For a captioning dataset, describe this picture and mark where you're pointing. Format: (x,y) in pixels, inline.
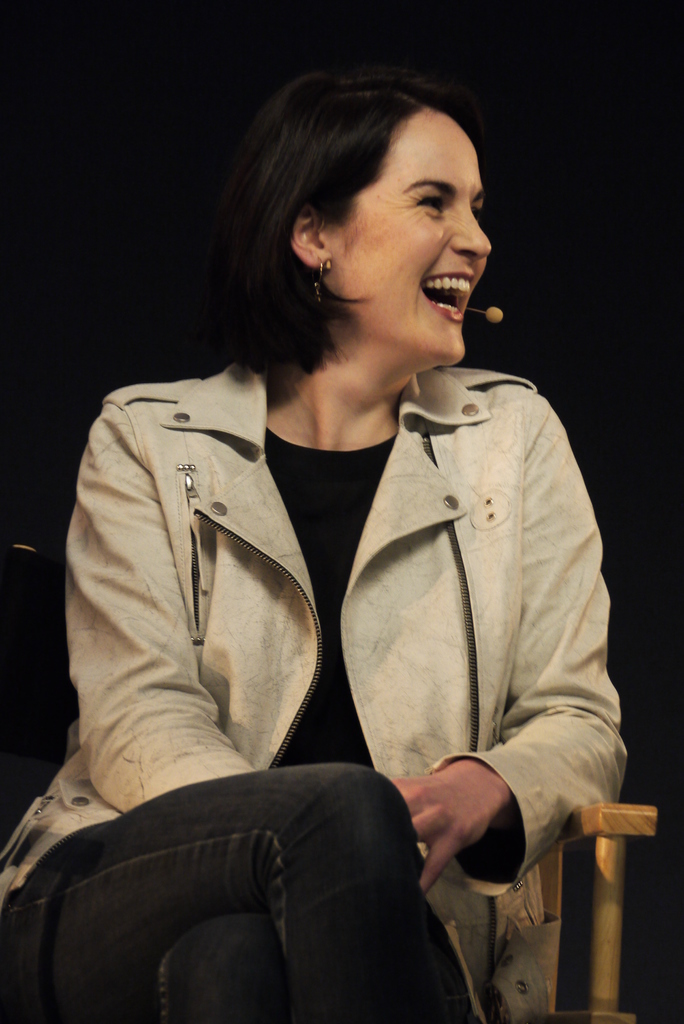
In this image we can see a lady (314,539) with mic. And she is sitting on a chair (598,884). In the background (644,188) it is dark.
